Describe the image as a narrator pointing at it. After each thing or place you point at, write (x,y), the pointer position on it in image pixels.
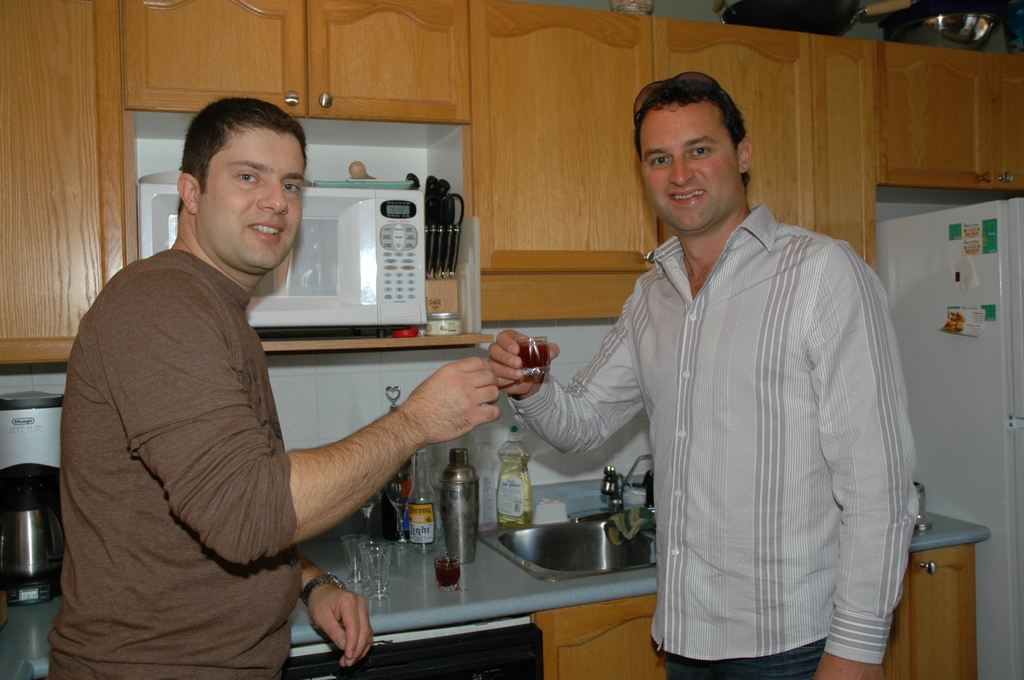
In the left side (155,330) a man (168,349) is standing, he wore a t-shirt (206,372) and in the right side (819,380) another man (780,360) is standing, he is holding a wine glass (536,336) in his hand (517,361). He is smiling, it looks like a kitchen room (392,538).
